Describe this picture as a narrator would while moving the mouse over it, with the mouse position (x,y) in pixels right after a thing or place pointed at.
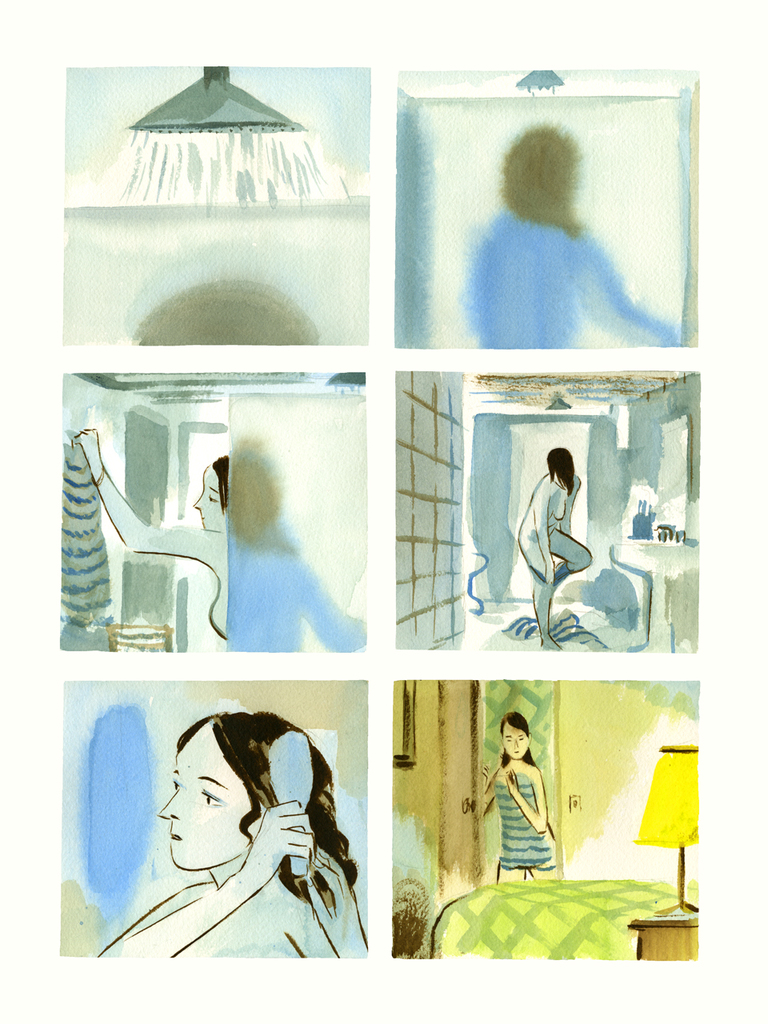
In this picture I can see there is a collage of images and this is a cartoon and there is a shower (260,105), a woman (542,253) standing and she is holding an object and there is a mirror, a wash basin (672,571) and the woman (270,912) is holding a comb (304,865) and she is standing at the door (475,838) and there is a bed (628,902) and a lamp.
